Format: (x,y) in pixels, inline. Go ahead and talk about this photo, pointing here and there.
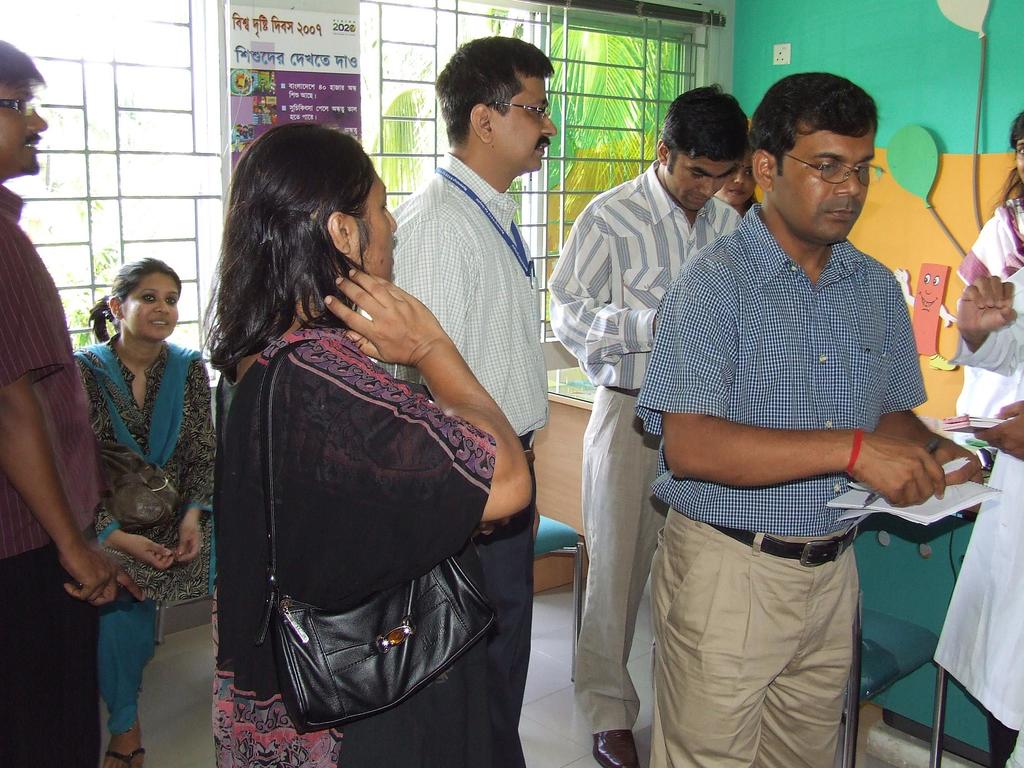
There are people (278,214) in the foreground area of the image (715,419), there are two people (950,442) holding papers (957,466) in their hands (1007,444) on the right side (825,265), there are windows (409,81), posters (325,24), greenery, desk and chair (912,661) in the background (596,103).
